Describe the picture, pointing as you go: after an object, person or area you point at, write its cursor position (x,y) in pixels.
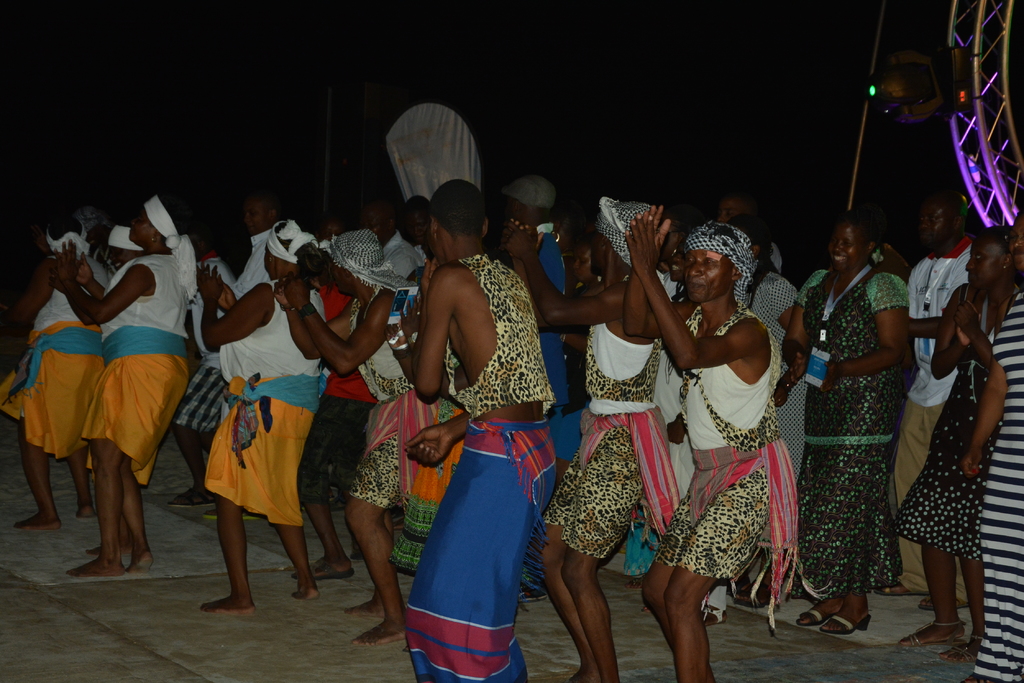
In this picture, there are group of people (526,455) dancing on the floor (305,630). Some of them are wearing white tops (175,288). Towards the right (864,378), there are two women (806,490) and the background (270,92) is dark.
